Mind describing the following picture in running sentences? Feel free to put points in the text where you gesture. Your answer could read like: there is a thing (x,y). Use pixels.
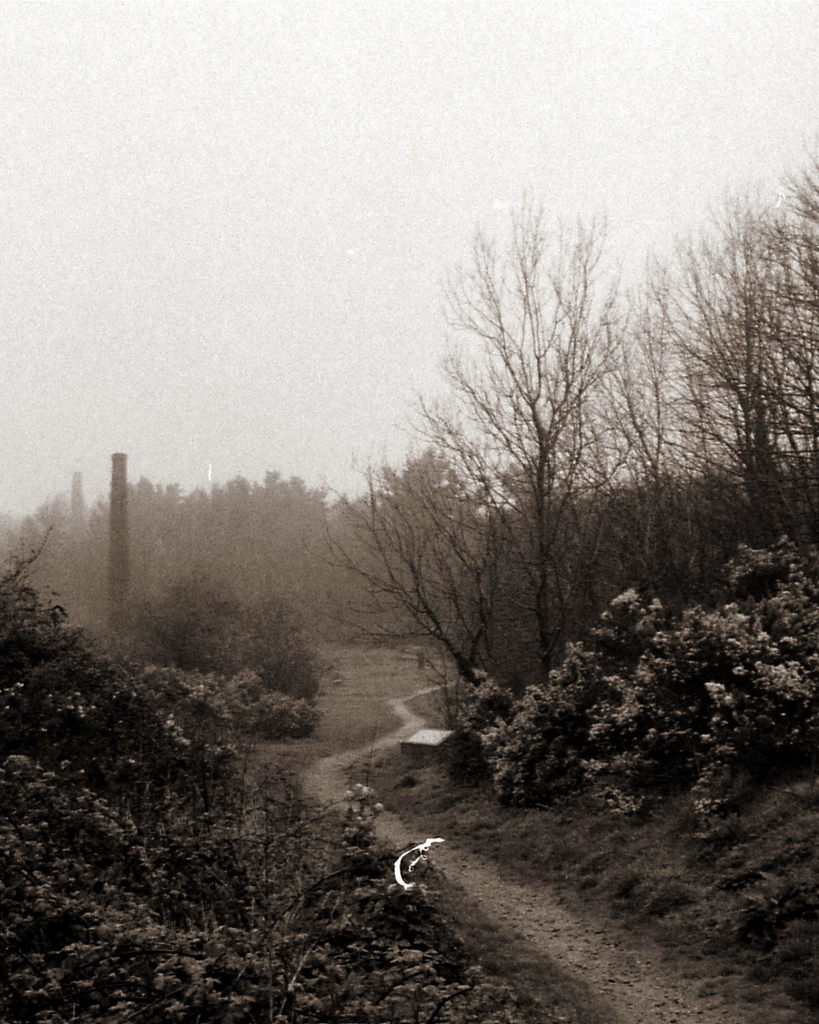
In this picture there are trees (555,583) and there are flowers (802,749). At the top (370,206) there is sky (324,190). At the bottom (336,695) there is grass (402,645) and there is a pavement (468,861) and there is an object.
